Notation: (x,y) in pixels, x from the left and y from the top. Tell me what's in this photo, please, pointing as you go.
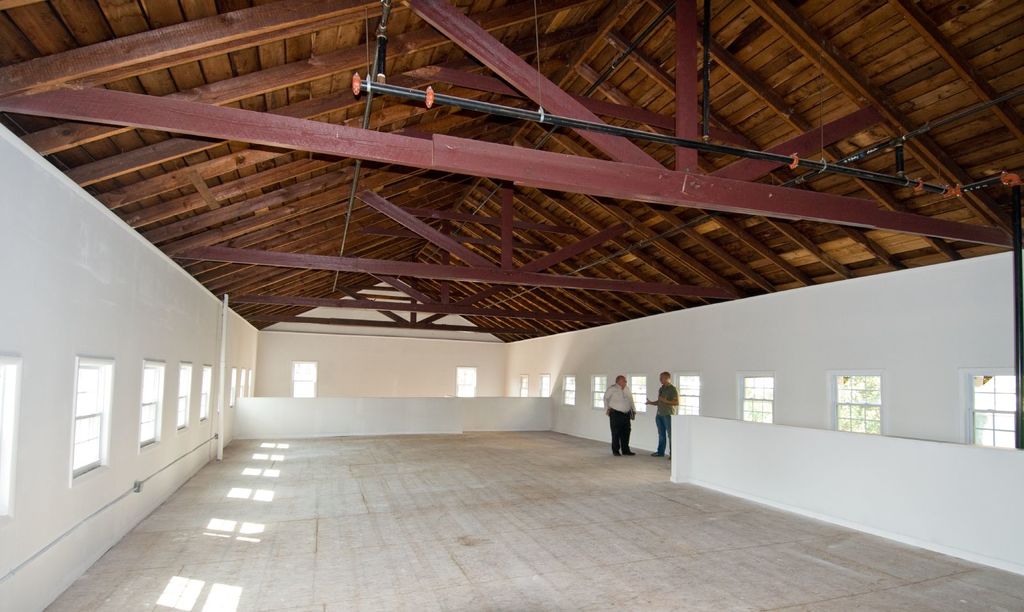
In the center of the image (435,393) there is a wall (327,358), wooden roof (295,203), windows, two persons (660,436) are standing and a few other objects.
